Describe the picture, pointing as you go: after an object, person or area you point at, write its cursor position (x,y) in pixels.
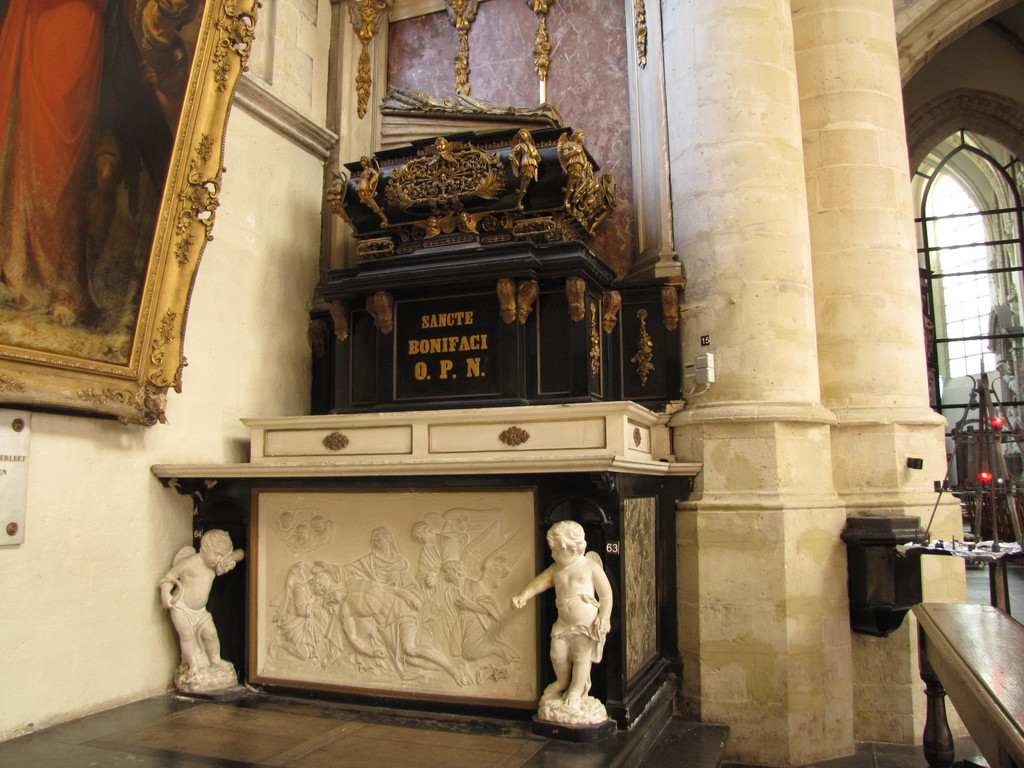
In the picture we can see inside view of the church (955,339) with two pillars (915,627) and beside it we can see two boy sculpture (570,561) and in the middle of it we can see an altar (435,558) with some architecture (392,311) and beside it we can see a wall (296,367) with a photo frame (115,396) and a image (93,356) of a person (85,279) in it.
